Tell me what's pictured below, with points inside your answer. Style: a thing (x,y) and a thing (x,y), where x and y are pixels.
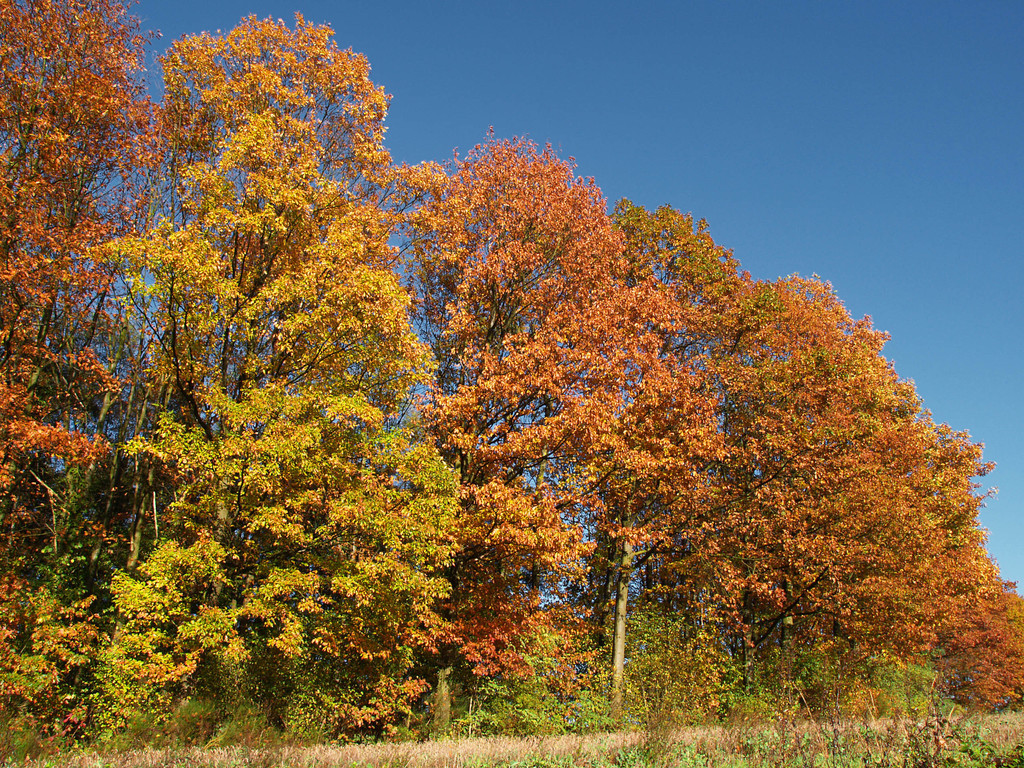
At the bottom (641,765) we can see grass (641,765), small plants (828,746) and in the background (563,335) we can see trees (674,267) and sky (656,97).
